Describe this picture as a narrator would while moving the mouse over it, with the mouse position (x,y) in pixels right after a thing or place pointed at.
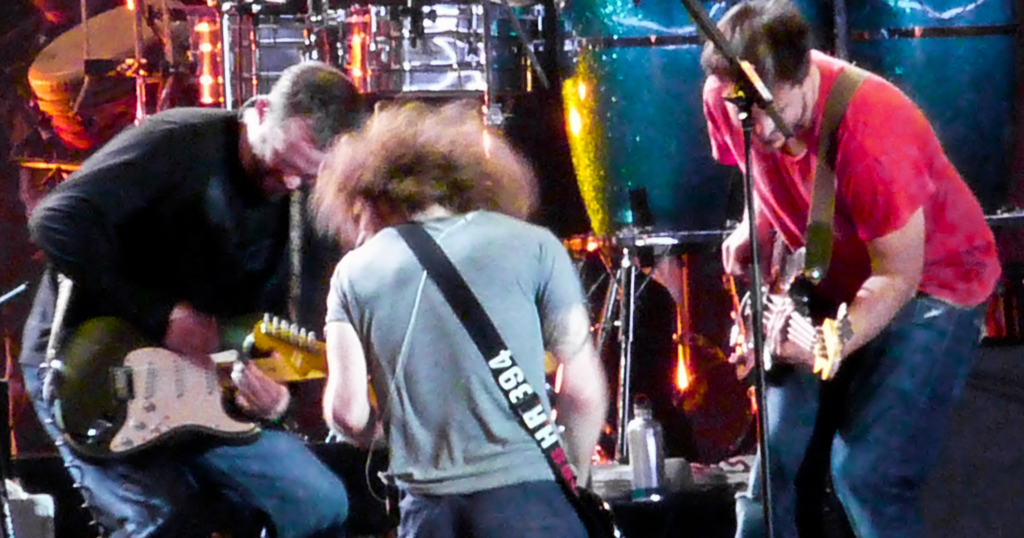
In this picture three people (951,171) are playing guitar (146,340) with musical instruments (638,187) in the background (638,237).
